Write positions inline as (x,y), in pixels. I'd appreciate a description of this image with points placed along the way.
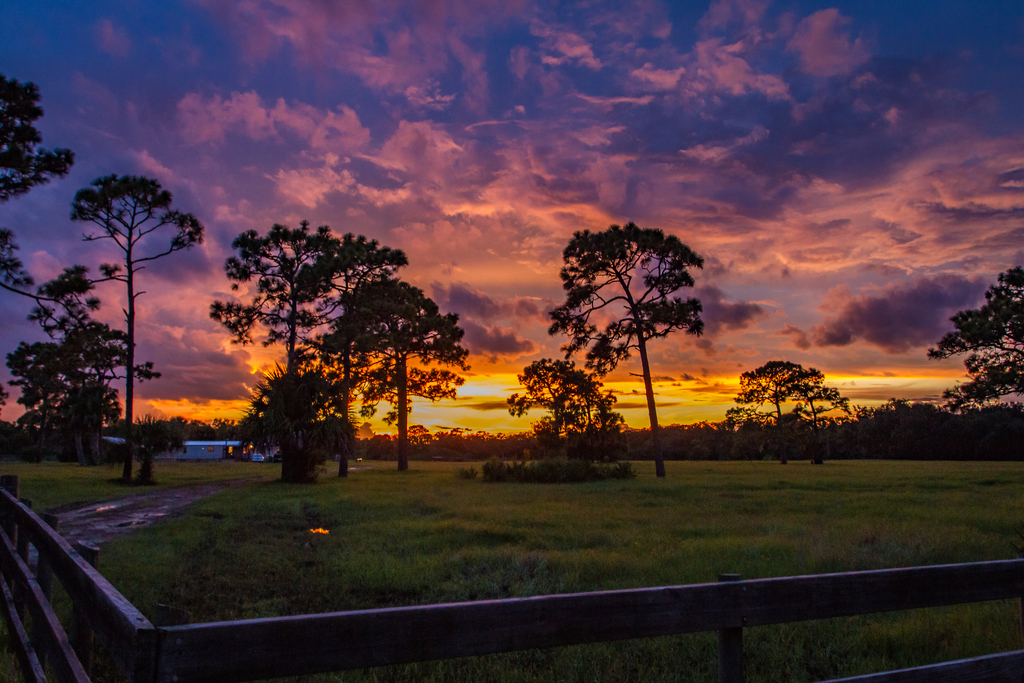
In this image I can see the railing (411,614). In the background (542,523) there are many trees (287,457), ground (348,561) and the house (224,452). I can also see the clouds (671,89) and sky (431,271) in the back (789,287).
